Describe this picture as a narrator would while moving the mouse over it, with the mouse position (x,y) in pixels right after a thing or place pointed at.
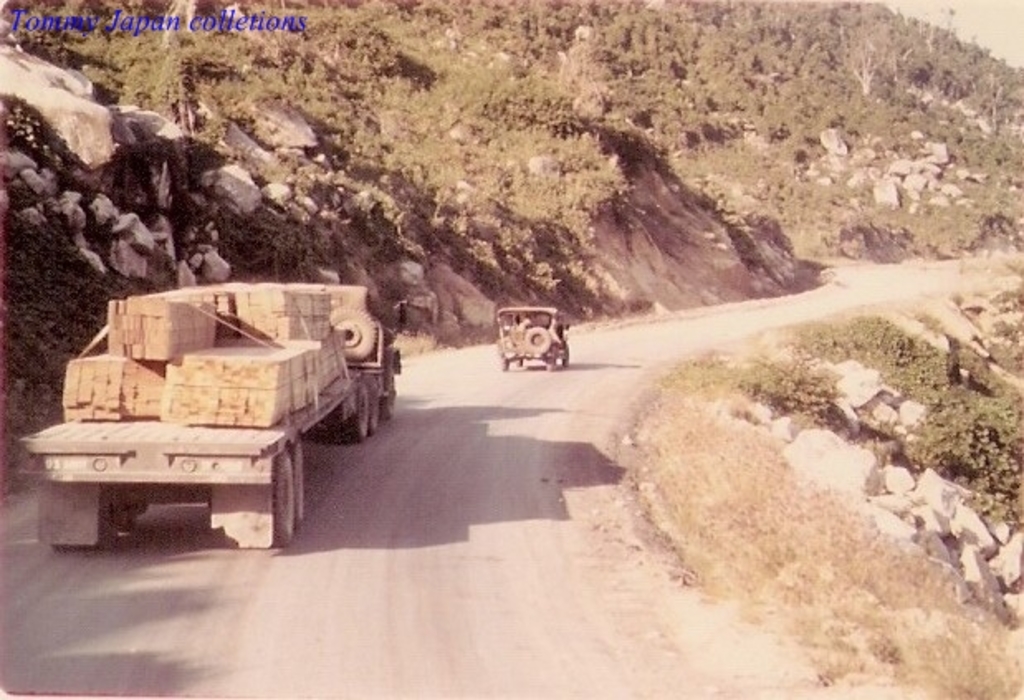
There is a road (456,442). On the road (344,454) there are vehicles (247,466). On the vehicle (221,401) there are goods (199,349). On the sides of the road (377,473) there are rocks (287,141) and plants (673,77). In the top left corner (142,26) there is a watermark (138,25).
